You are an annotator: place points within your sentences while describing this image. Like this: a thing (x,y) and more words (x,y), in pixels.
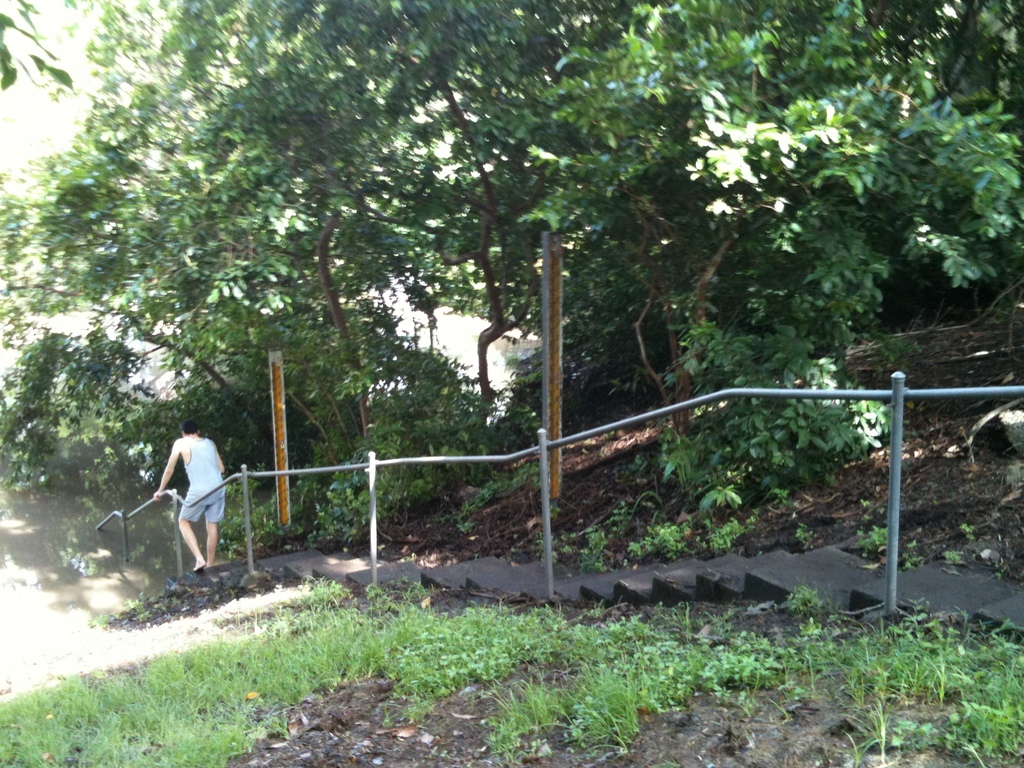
In this picture we can see a person (187,523) is walking on the steps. On the left side of the person (197,470) there are iron grilles (543,467). In front of the person (194,477) there is water (115,498) and trees (217,228). On the right side of the person (207,456) there are poles (560,304) and plants (236,488).
